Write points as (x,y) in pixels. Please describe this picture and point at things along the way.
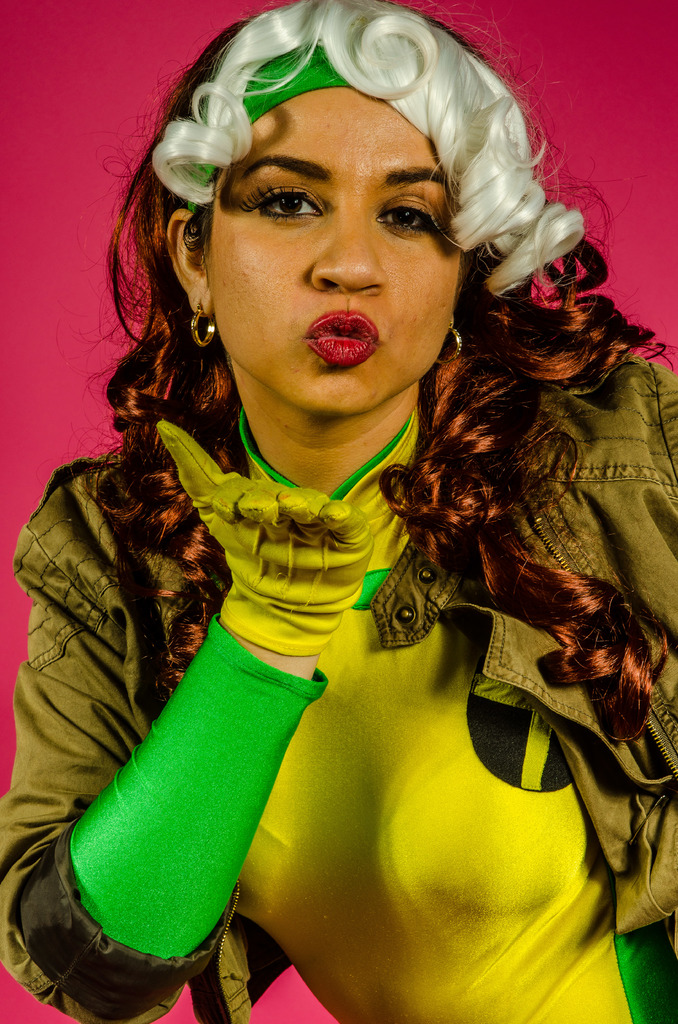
In this picture I can see a woman (322,614) in the middle (354,656), she is wearing a coat (504,652) and a t-shirt (527,750).
